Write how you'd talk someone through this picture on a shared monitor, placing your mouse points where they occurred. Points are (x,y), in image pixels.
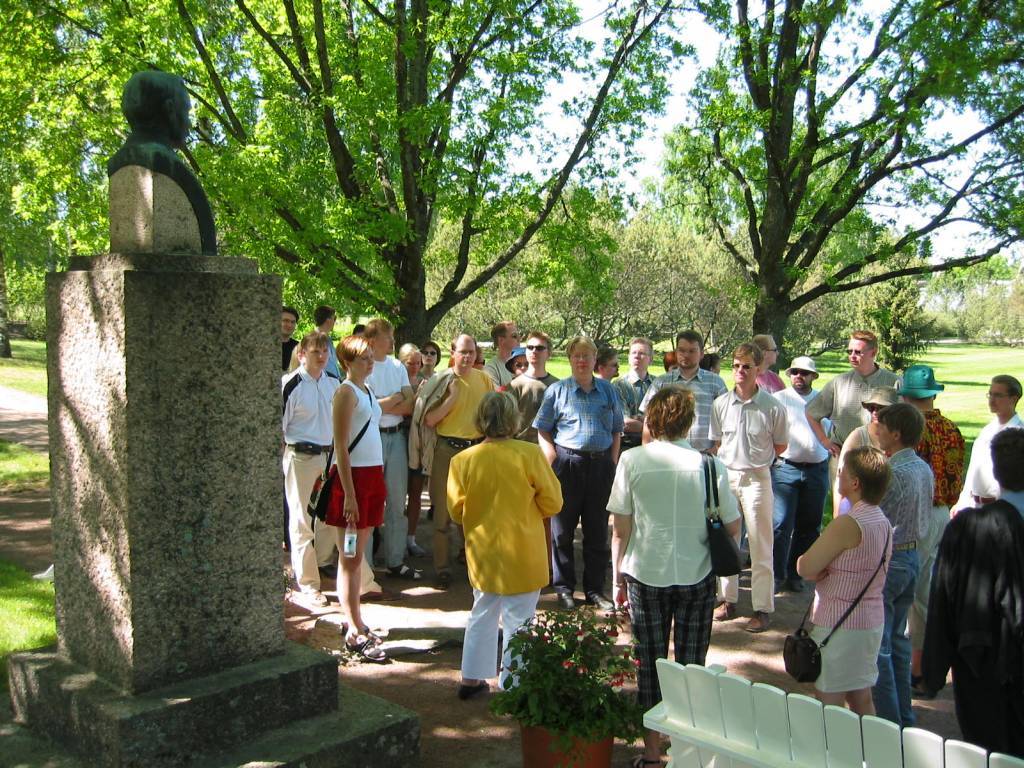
In this image we can see many people (537,459). Some are wearing hats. Some are wearing goggles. Some are having bags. And there is a pot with a plant (587,684). In the back (430,170) there are trees (484,232). On the ground (987,377) there is grass (975,380). In the background (685,98) there is sky (618,146).
